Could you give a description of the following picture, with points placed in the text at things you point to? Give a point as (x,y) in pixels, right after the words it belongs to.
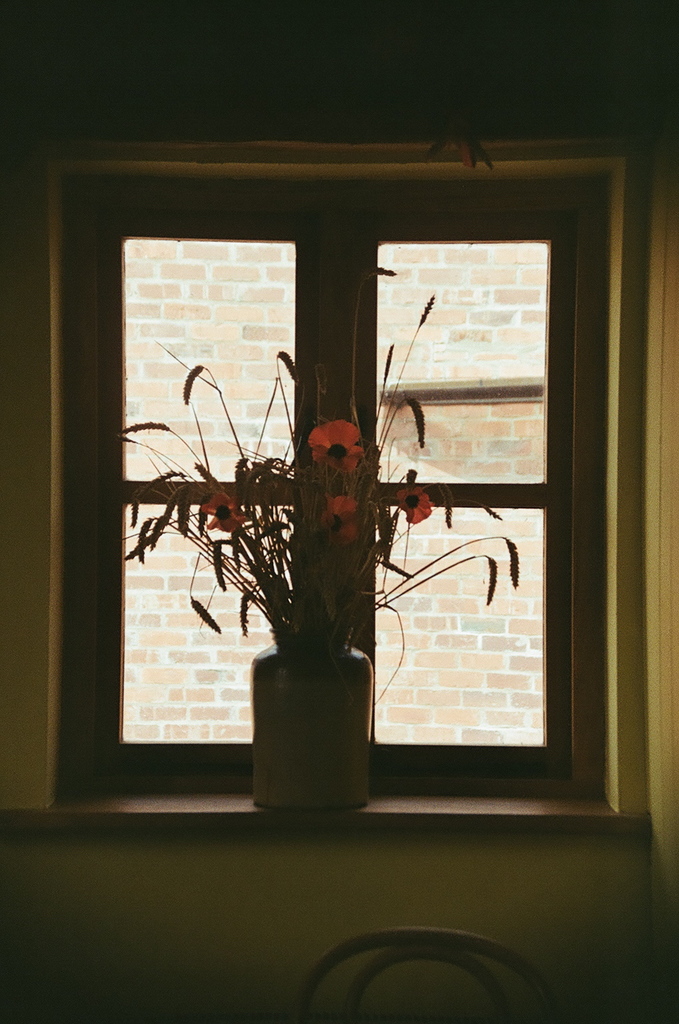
In the image we can see flower pot (266,570) and a window (255,396). Out of the window (255,376) we can see the brick wall (150,709).
